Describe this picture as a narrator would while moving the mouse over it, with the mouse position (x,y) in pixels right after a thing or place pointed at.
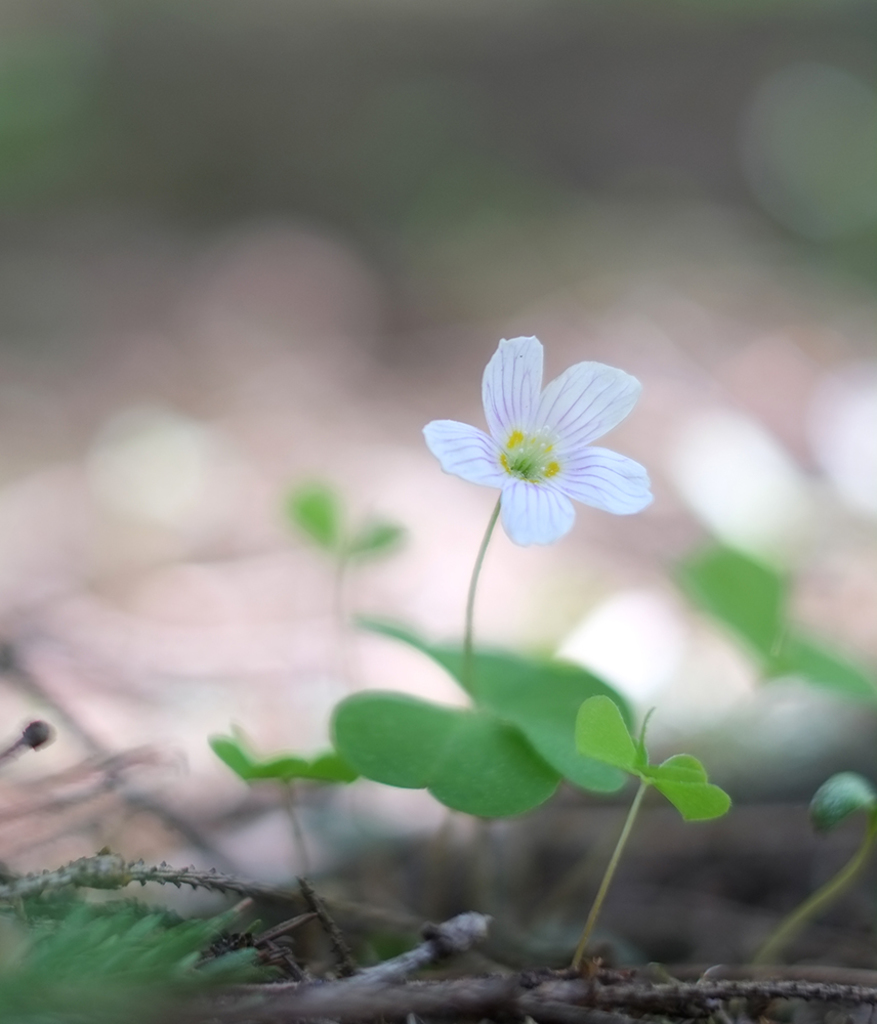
In this image we can see a white color flower (540,463) and green color leaves (501,797).
